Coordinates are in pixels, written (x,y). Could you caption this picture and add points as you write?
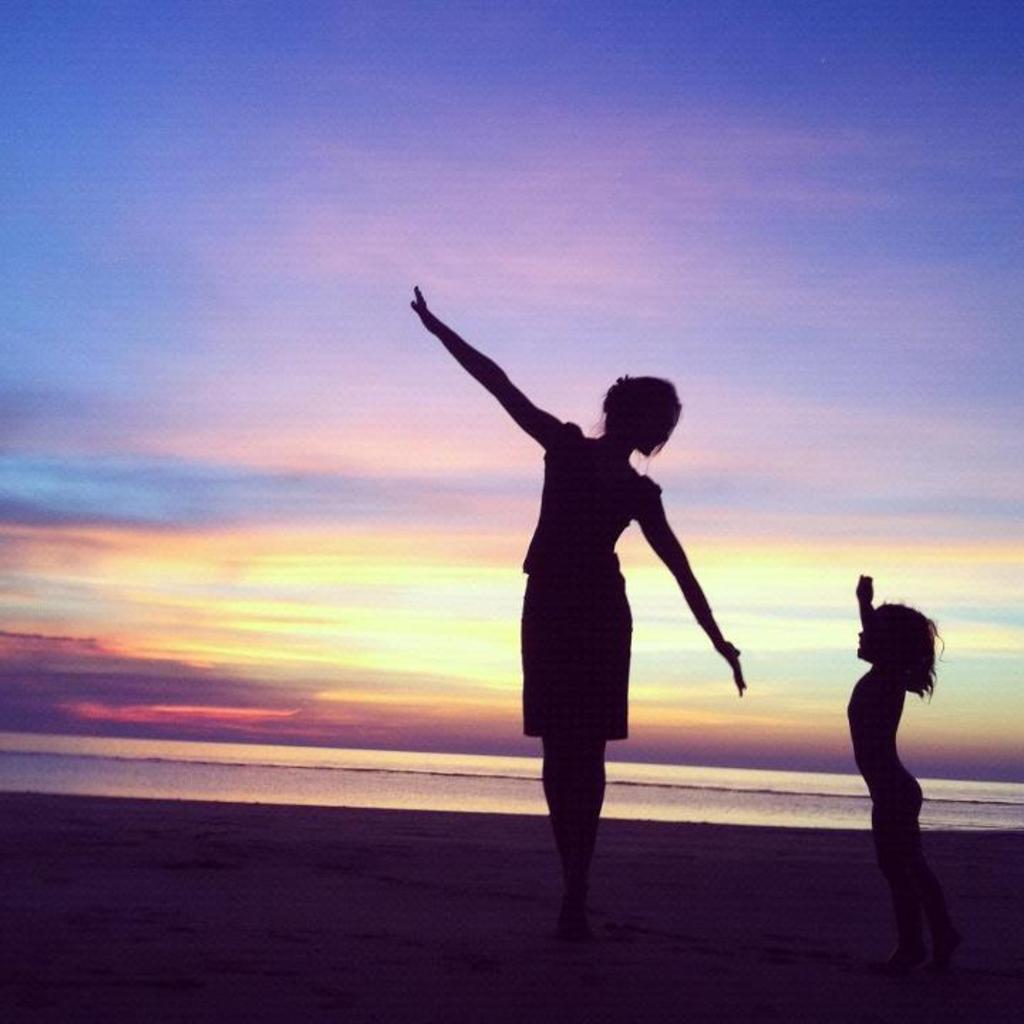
In this image we can see a lady (558,798) and a kid (898,948) standing. In the background (391,777) there is water (505,798) and sky (478,441).
